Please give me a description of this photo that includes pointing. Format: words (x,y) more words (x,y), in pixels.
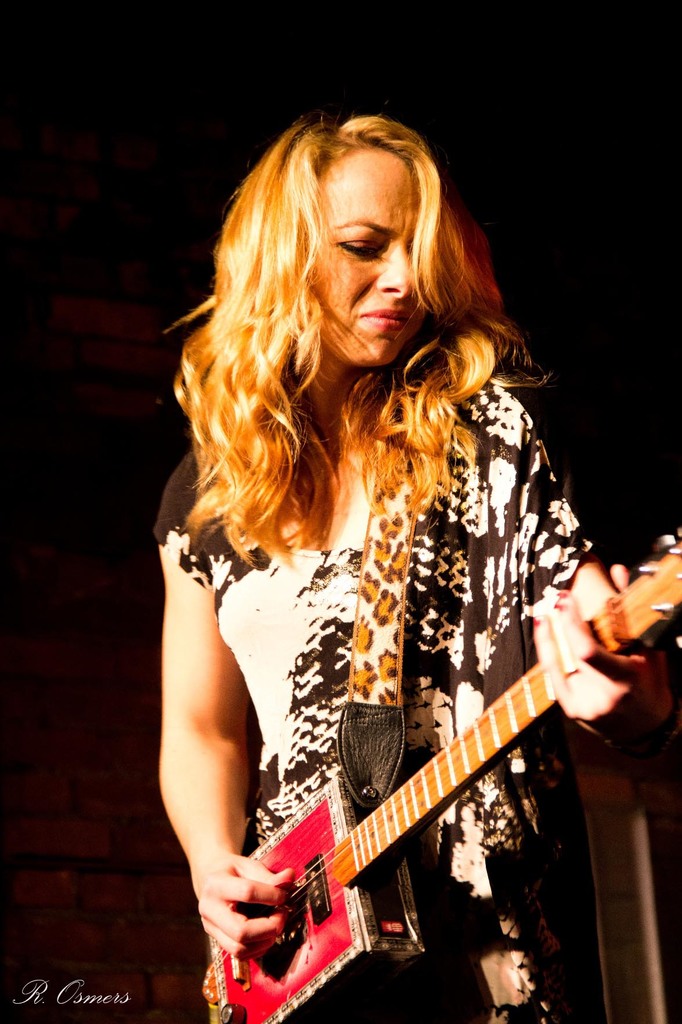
In this picture there is a person (325,633) standing and holding guitar (355,874). In this background (105,878) we can see wall (81,930).
